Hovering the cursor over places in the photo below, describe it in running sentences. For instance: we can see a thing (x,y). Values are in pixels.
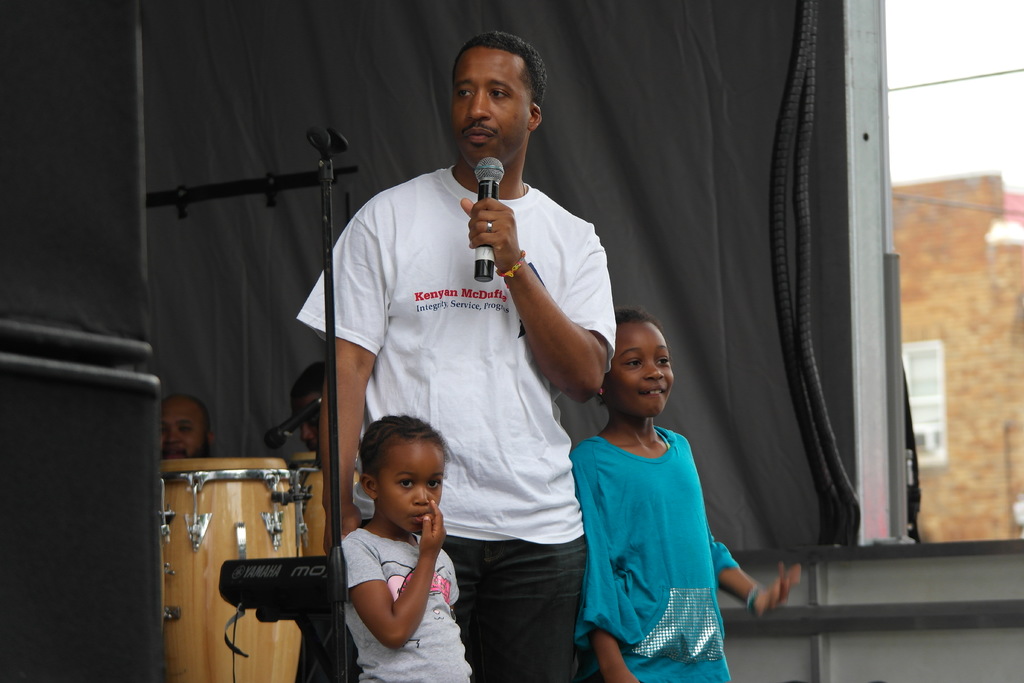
in this image i can see a person (438,315) standing, wearing a white t shirt (441,344) and holding a microphone (488,177) in his hand (494,205). two children (408,568) are standing at the left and right to him. behind him there are drums (231,499).
